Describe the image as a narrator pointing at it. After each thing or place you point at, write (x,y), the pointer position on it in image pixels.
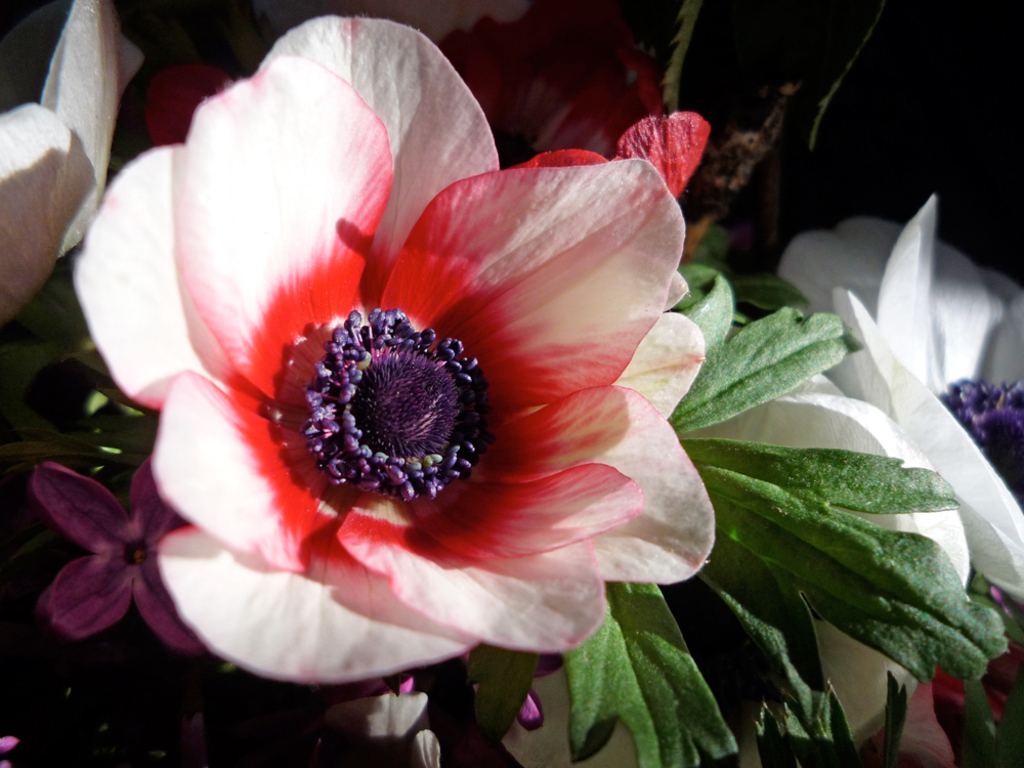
In this image we can see flowers (461,323) and leaves (649,600).
